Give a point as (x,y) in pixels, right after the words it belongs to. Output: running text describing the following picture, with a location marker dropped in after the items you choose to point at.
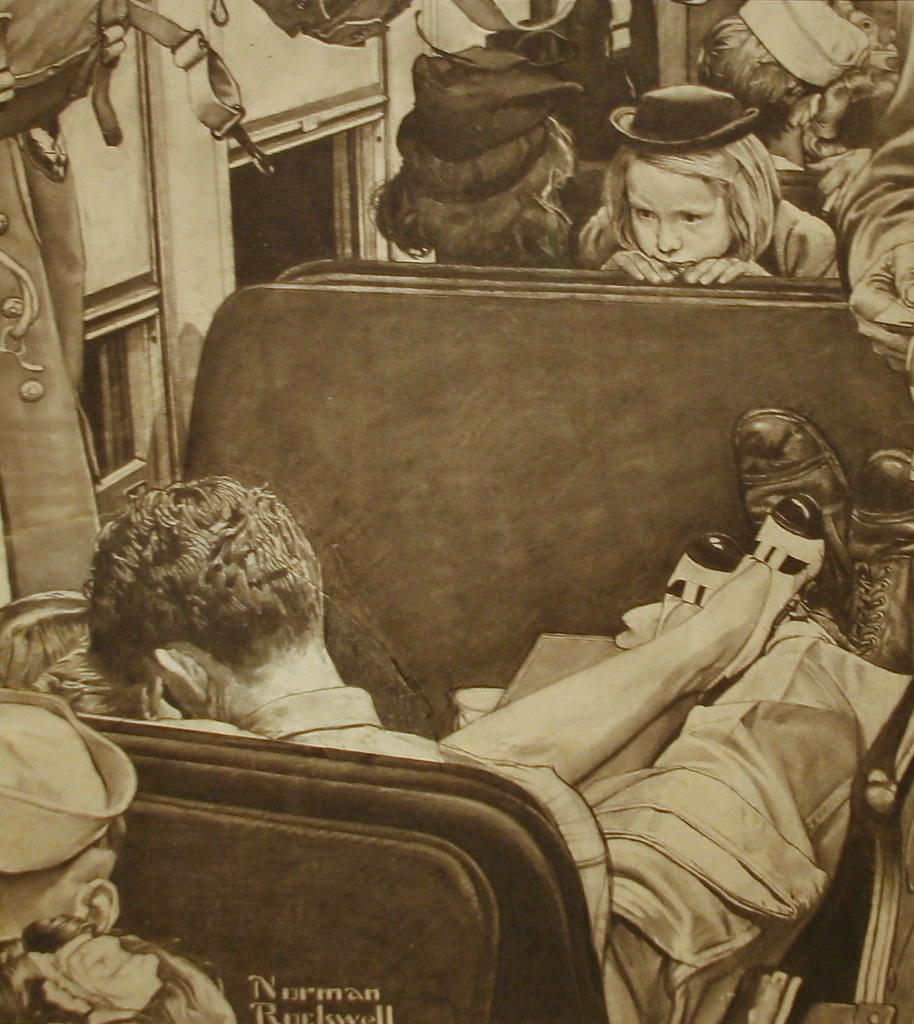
This is a painting. In this image there are group of people (802,138) sitting and there is a text (338,997) on the seat (323,1005). On the left side of the image (284,163) there is a person (10,536) standing and there are windows (275,175).
